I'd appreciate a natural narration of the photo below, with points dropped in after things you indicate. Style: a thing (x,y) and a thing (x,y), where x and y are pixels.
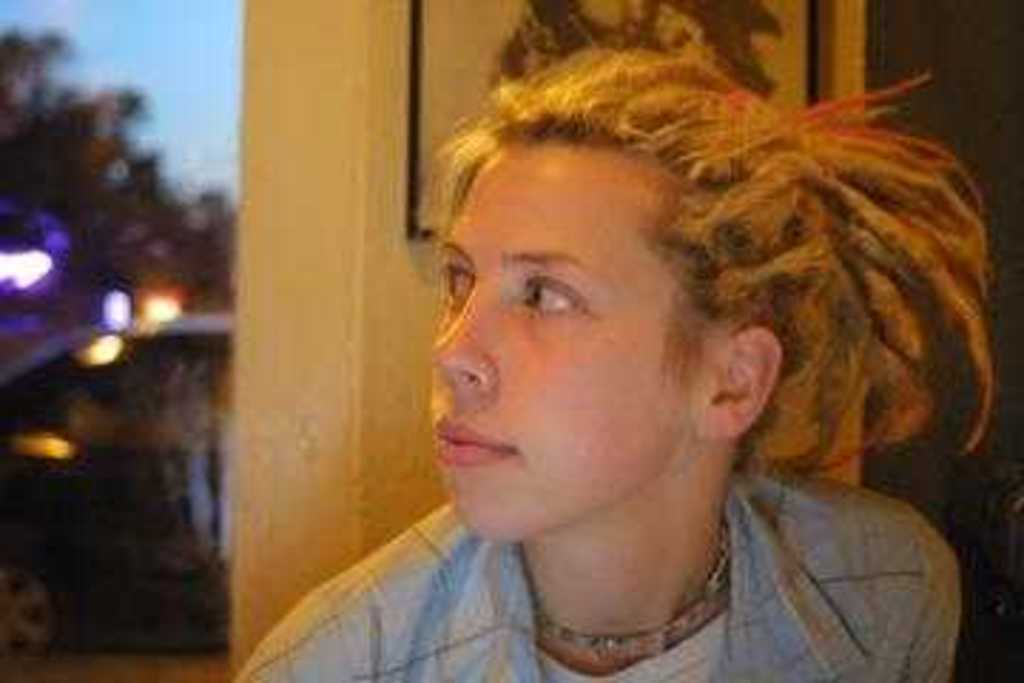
This picture is slightly blurred, where we can see a woman (568,652) wearing dress (874,591) and necklace (624,638) is here. In the background (704,25), we can see a photo frame (648,31) to the wall (311,473). On the left side of the image (42,537) we can see a car (166,540), trees (98,113) and the sky (100,26) in the background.
